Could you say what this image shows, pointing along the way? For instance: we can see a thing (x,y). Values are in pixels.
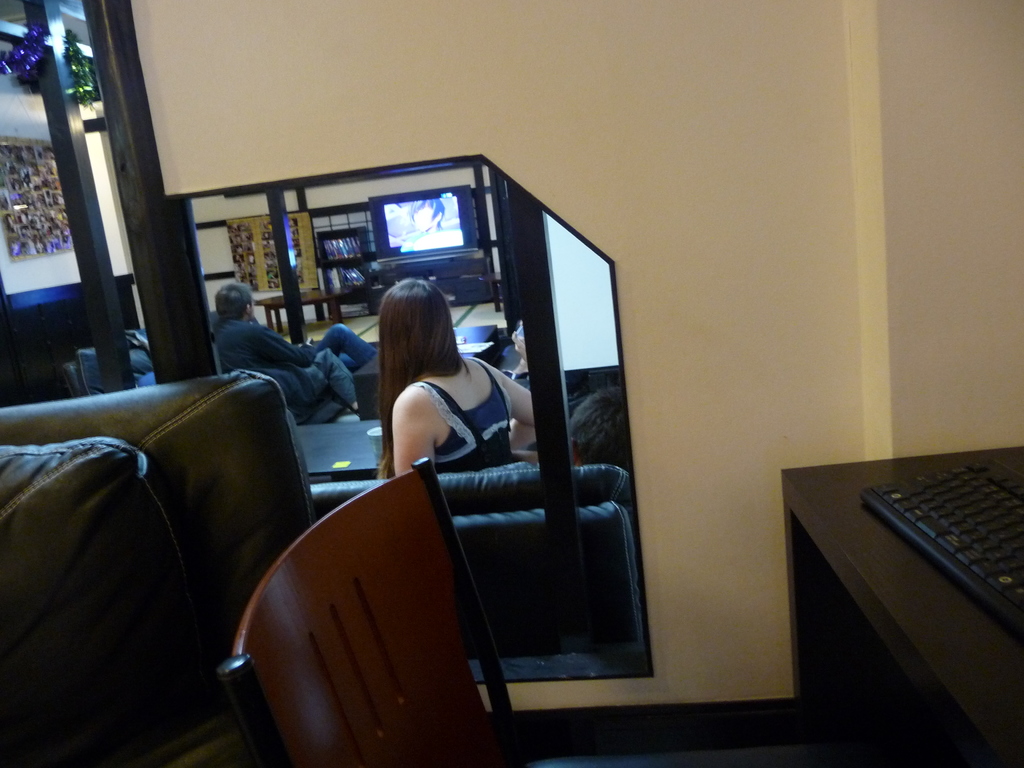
As we can see in the image, there is a mirror (479,330). In mirror (497,381) there are three persons (399,391) sitting on sofa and watching television (427,227) and there is a cream color wall (715,237) over here and on table (904,589) there is a keyboard (965,540).
